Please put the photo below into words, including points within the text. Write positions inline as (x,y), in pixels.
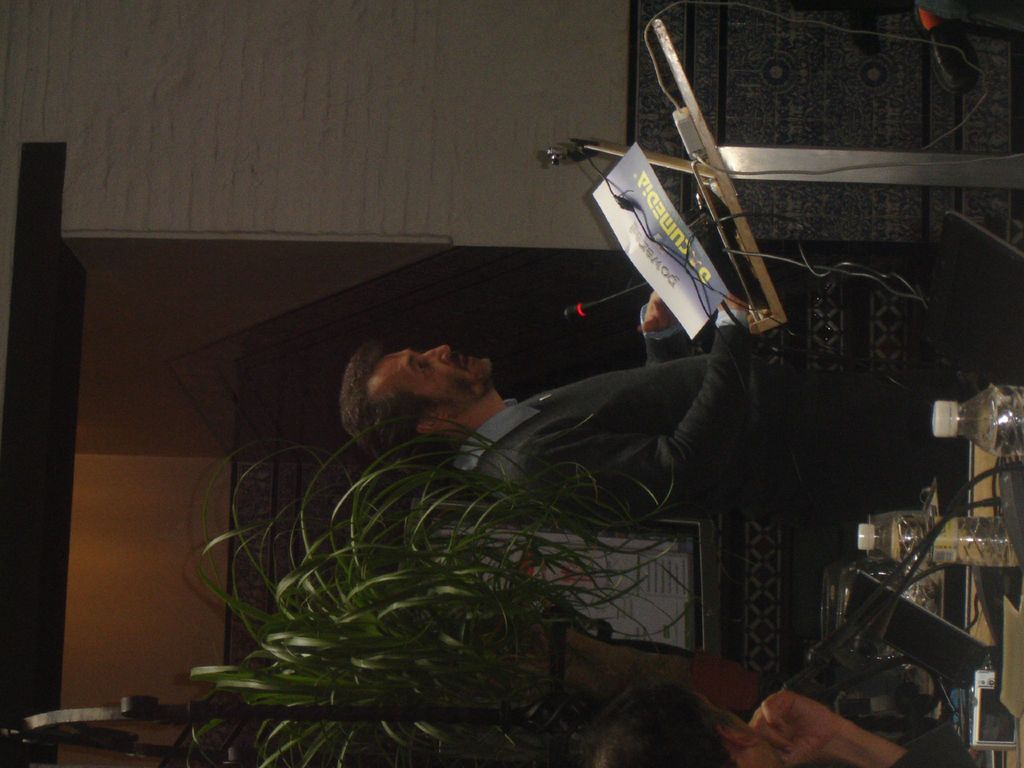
This picture shows a man (749,380) standing and speaking with the help of a microphone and we see a paper (629,166) and a plant (573,658) on the back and we see another man (623,722) seated and we see water bottles (980,526) and a microphone (966,495) on the table (988,629).
